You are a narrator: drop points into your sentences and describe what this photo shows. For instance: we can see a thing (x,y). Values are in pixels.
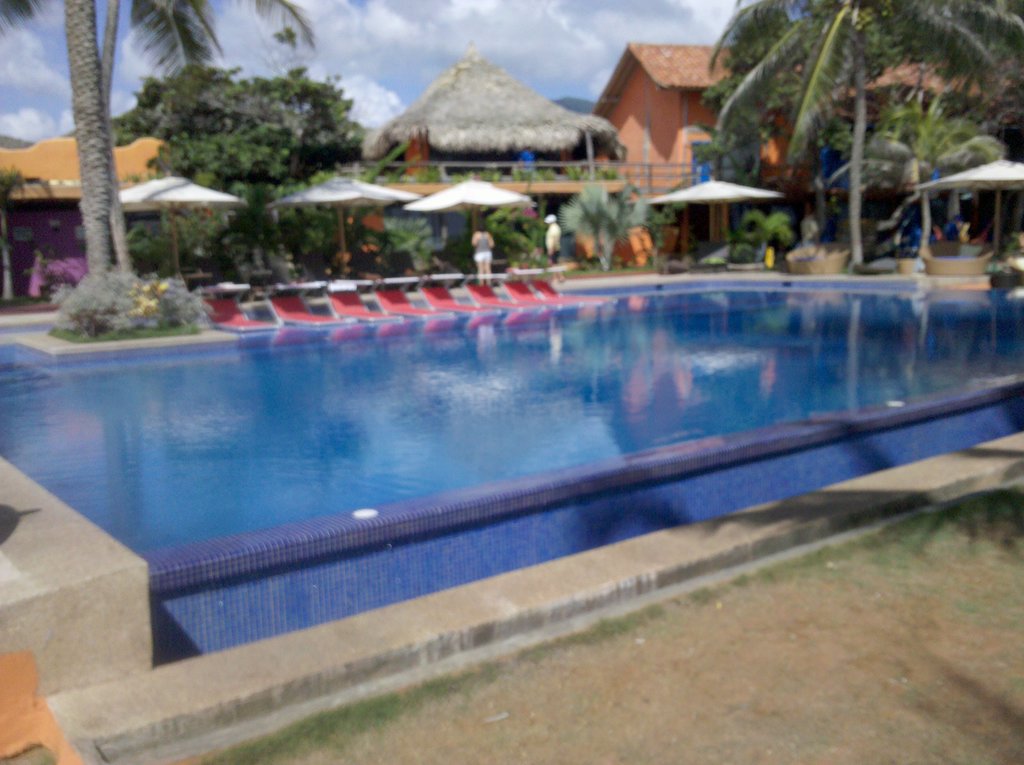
In the foreground of this image (713,692), on the bottom (621,714), there is the land (619,705). In the middle (667,367), there is a swimming pool (180,447), chairs (305,317) and few trees (929,192). In the background (547,210), there are umbrellas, trees (393,159), hut (447,152), two buildings (638,137), sky (581,89) and the cloud (393,46).
